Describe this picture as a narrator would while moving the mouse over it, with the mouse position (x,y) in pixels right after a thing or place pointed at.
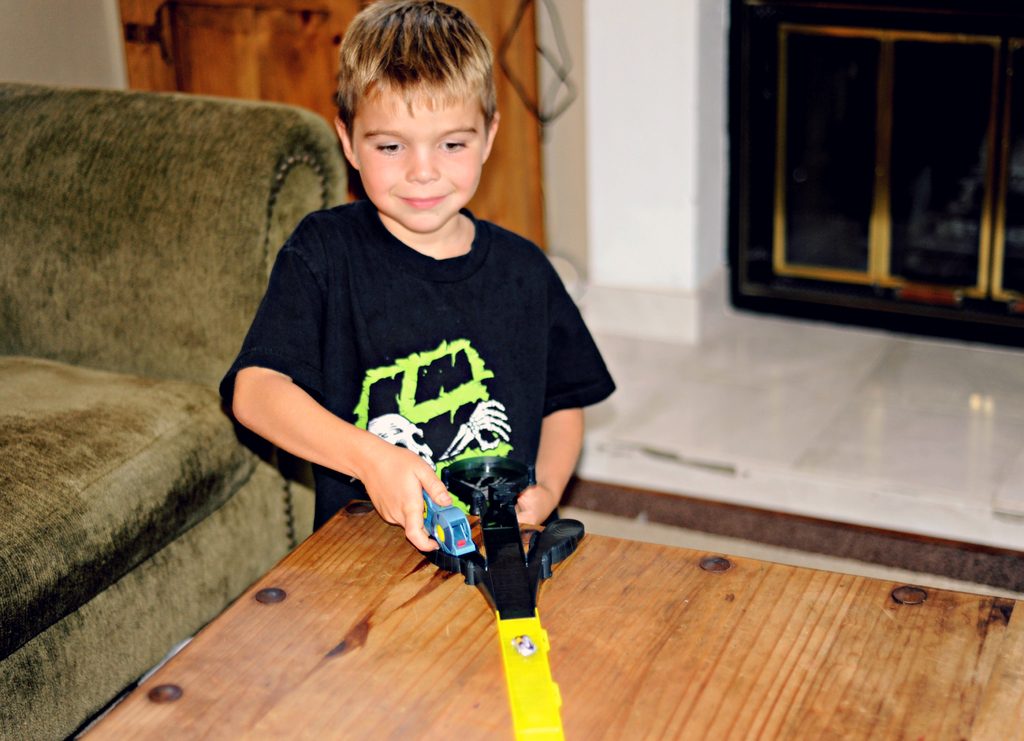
On the left side (336,292), there is a child (395,219) in a black color t-shirt (356,291), holding a toy (484,514), which is on a wooden table (648,722). Behind him, there is a sofa (302,185). In the background (335,73), there is a door (298,59), a white wall (668,100) and an object (995,65) on a white color floor (897,413).
